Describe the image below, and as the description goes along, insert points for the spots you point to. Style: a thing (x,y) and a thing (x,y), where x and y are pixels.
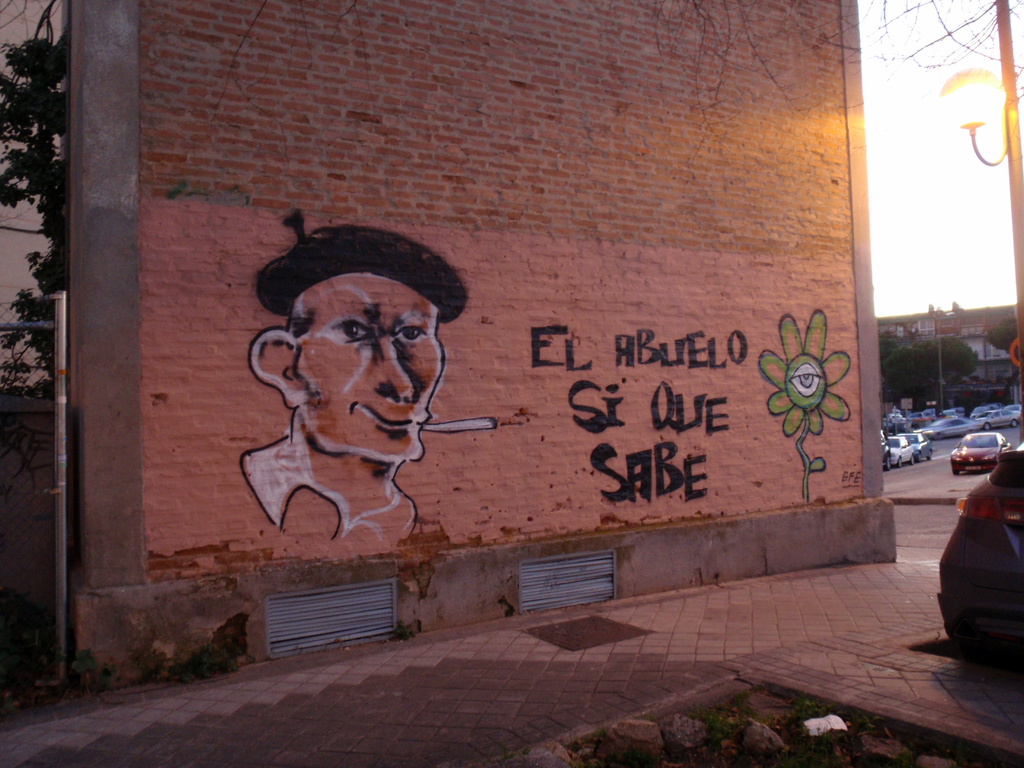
In this image there is a picture (266,300) and a text (544,358) on the wall (430,345), beside the wall (255,309) there are cars (974,445) in the parking lot (950,443), beside the cars (929,451) there are trees (920,380) and buildings (976,324) and there is a lamp post (989,96).
